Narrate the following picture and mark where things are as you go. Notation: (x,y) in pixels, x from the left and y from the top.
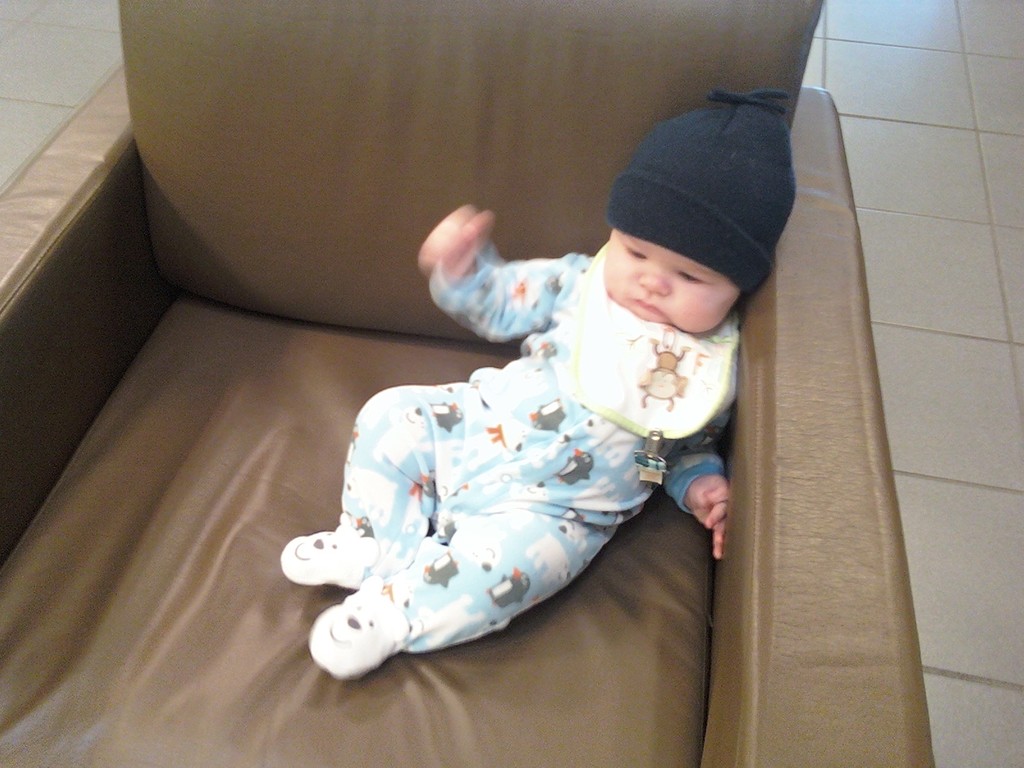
In this image we can see a baby (589,464) sitting on the couch (750,552). In the background (889,157) there is a floor (850,77).
